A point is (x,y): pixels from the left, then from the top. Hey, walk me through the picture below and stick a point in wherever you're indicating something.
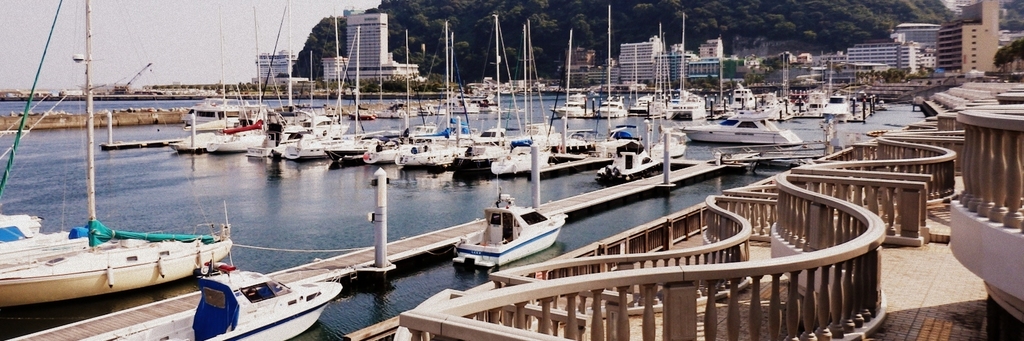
In this image there is the sky (174,38) towards the top of the image (160,35), there are trees (699,27) towards the top of the image (436,42), there are buildings (687,61), there is the water (174,177), there are boats (659,160) on the water (585,218), there is a fencing (782,175), there are poles (89,156).
